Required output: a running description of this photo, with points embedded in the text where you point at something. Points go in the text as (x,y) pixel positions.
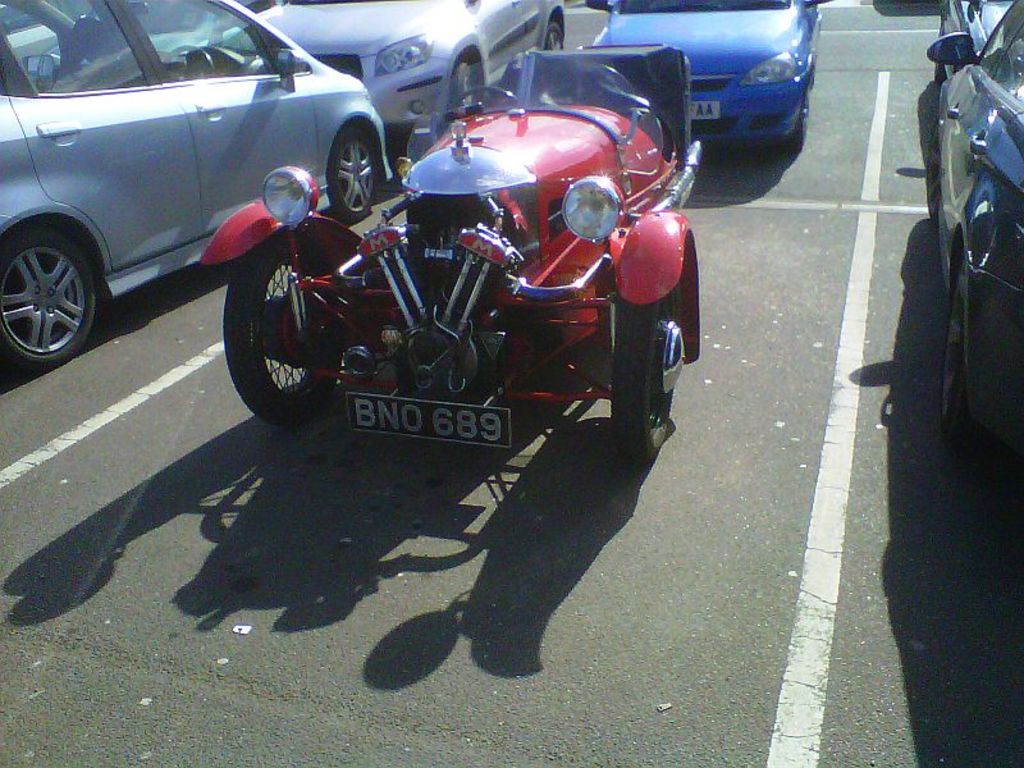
In the center of the image (480,344) we can see a few different color vehicles (657,253) on the road (925,299).
